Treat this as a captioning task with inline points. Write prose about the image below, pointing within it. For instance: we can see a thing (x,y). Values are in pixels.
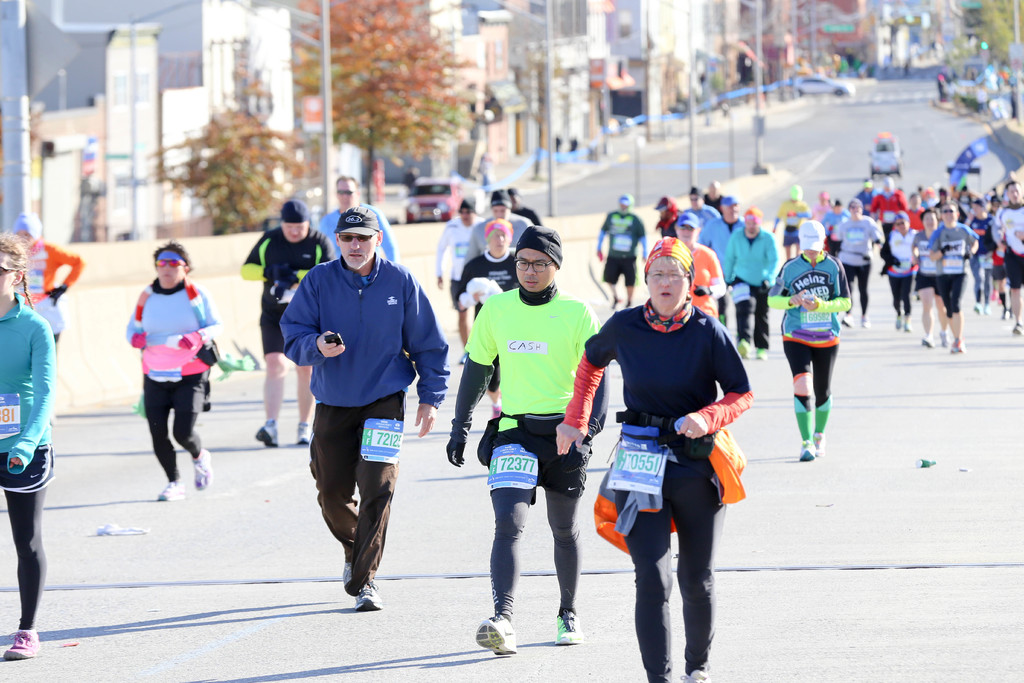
People (528,308) are walking on the road (987,181). There are poles (759,94), vehicles (411,193), trees (999,28) and buildings (233,75).
